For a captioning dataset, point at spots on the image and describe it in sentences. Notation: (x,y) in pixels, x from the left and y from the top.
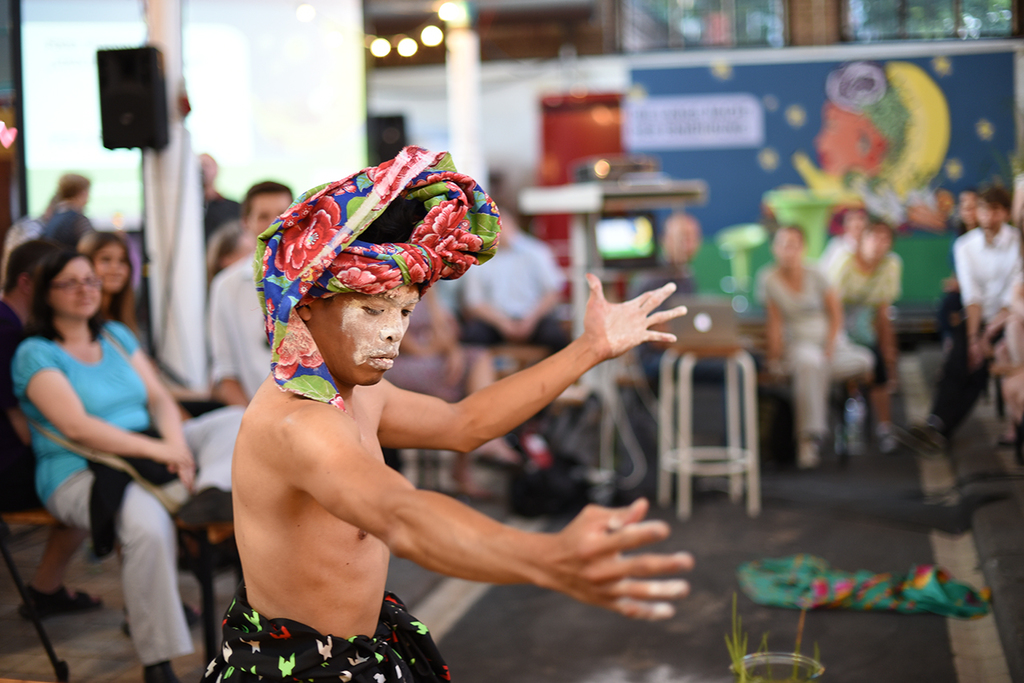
There is a man (399,476) in motion. We can see cloth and glass object (745,666). In the background (150,506) it is blurry and we can see people (151,369) sitting on chairs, speaker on pillar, painting (922,88) on a wall (702,289) and lights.
